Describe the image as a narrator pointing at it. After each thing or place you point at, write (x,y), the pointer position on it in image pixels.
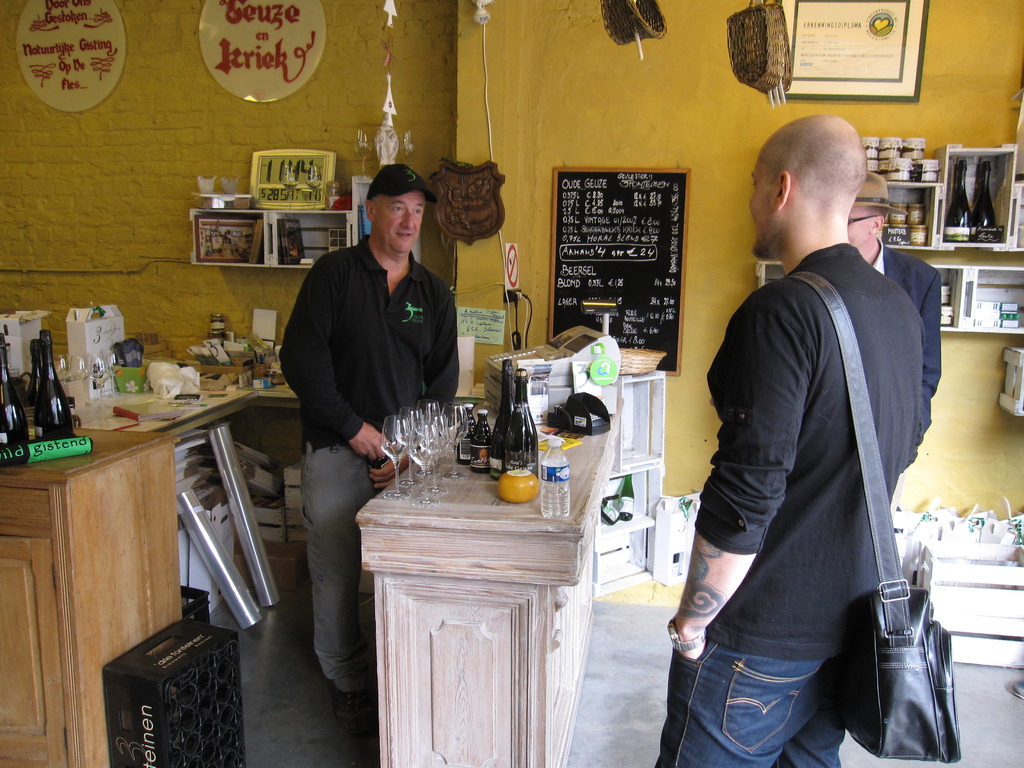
In this image, there are three persons (314,524) standing. I can see wine glasses (435,452), bottles (506,446), a machine (572,381), a book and few other objects (232,378) on the tables (378,522). There are books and few other things (200,460) under a table (187,426). In the bottom left side of the image (235,753), I can see a bottle tray (207,694). In the background (240,73) there are boards (589,198) and an object (501,197) attached to the wall (572,121) and I can see the racks (319,231) with a digital clock (303,200), photo frames (239,253), bottles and few other objects (301,243). At the top of the image (609,19), I can see baskets (635,26) hanging. On the right side of the image (994,643), there are few objects (934,517) on the floor (1004,675).
